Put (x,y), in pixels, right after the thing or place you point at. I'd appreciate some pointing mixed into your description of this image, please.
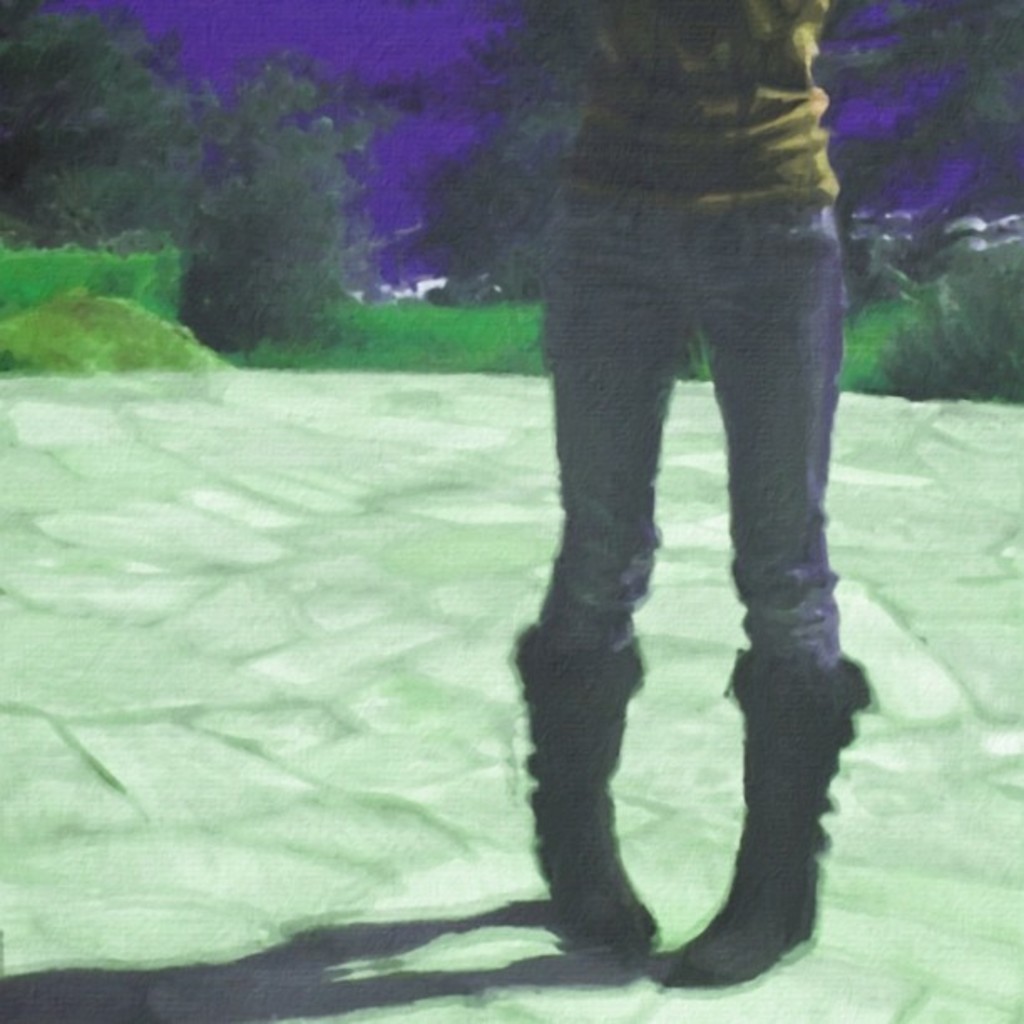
In this picture I can see there is a person (610,47) standing and is wearing shoes (549,852), there are plants (108,340) and trees (193,285) in the backdrop (273,239). The image is blurred.
